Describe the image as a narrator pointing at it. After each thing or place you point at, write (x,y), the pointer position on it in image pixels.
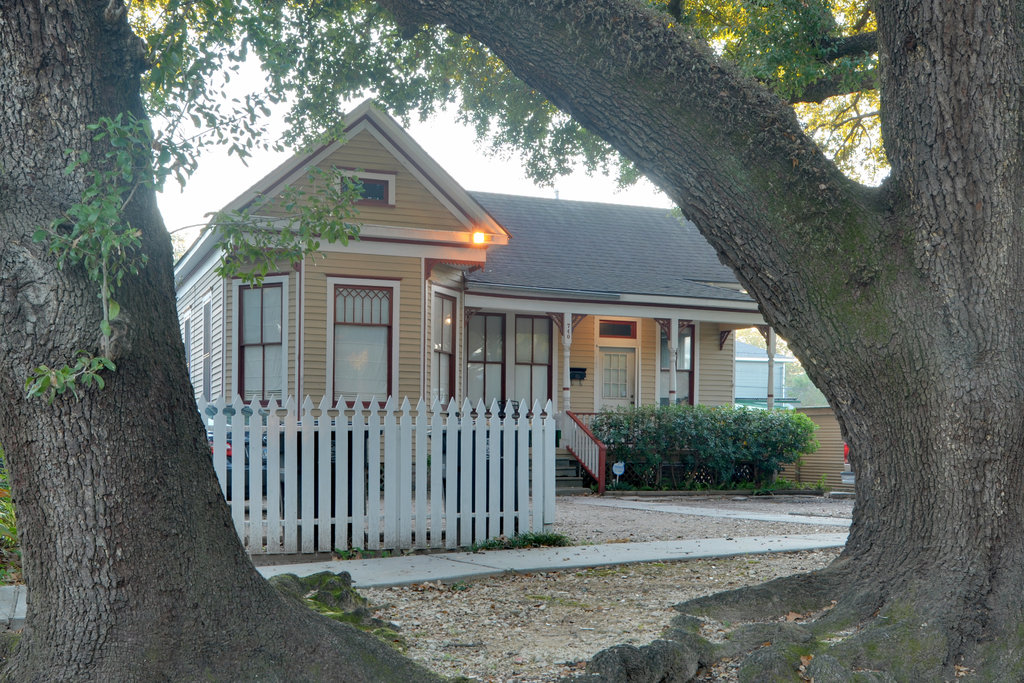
There are trees (864,511). In the back (470,331) there is a house (328,296) with windows (380,320), doors (620,360), pillars (570,374). In front of the house (637,358) there are steps (576,474) with railings (588,446). Near to that there are bushes (695,446). Also there is a wooden fencing (388,480).
